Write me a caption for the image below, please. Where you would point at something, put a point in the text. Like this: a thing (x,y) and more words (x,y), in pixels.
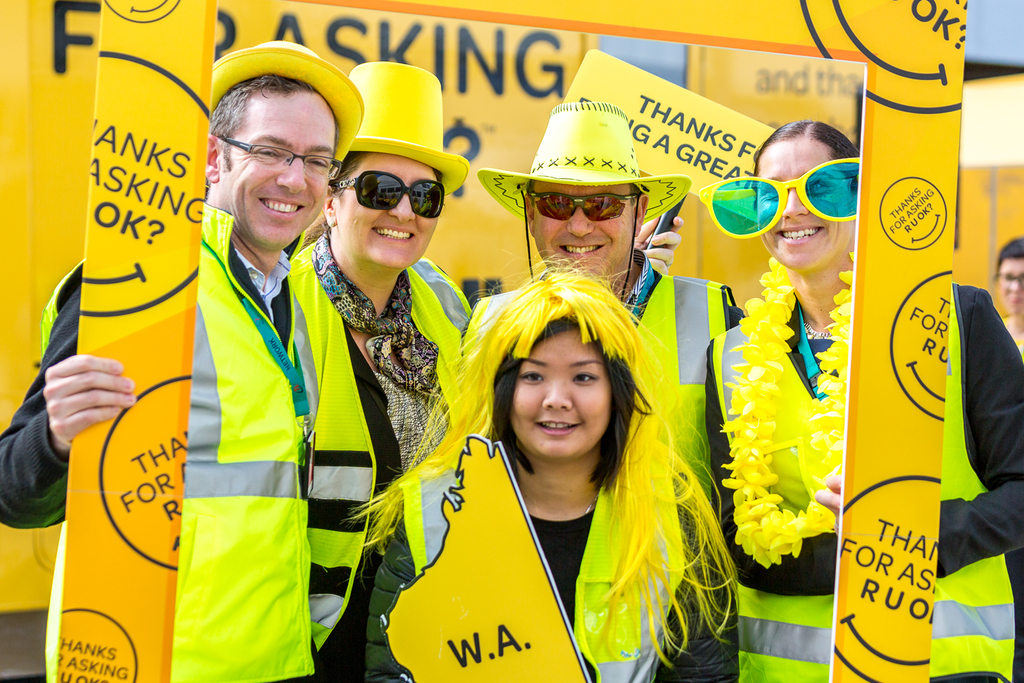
In this picture I can observe five members (699,310). Two of them are men (548,248) and three of them are women (549,432). All of them are smiling. They are wearing green color coats (348,378). Four of them are wearing spectacles (724,218). One of them is holding yellow color frame (140,171) in his hand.
